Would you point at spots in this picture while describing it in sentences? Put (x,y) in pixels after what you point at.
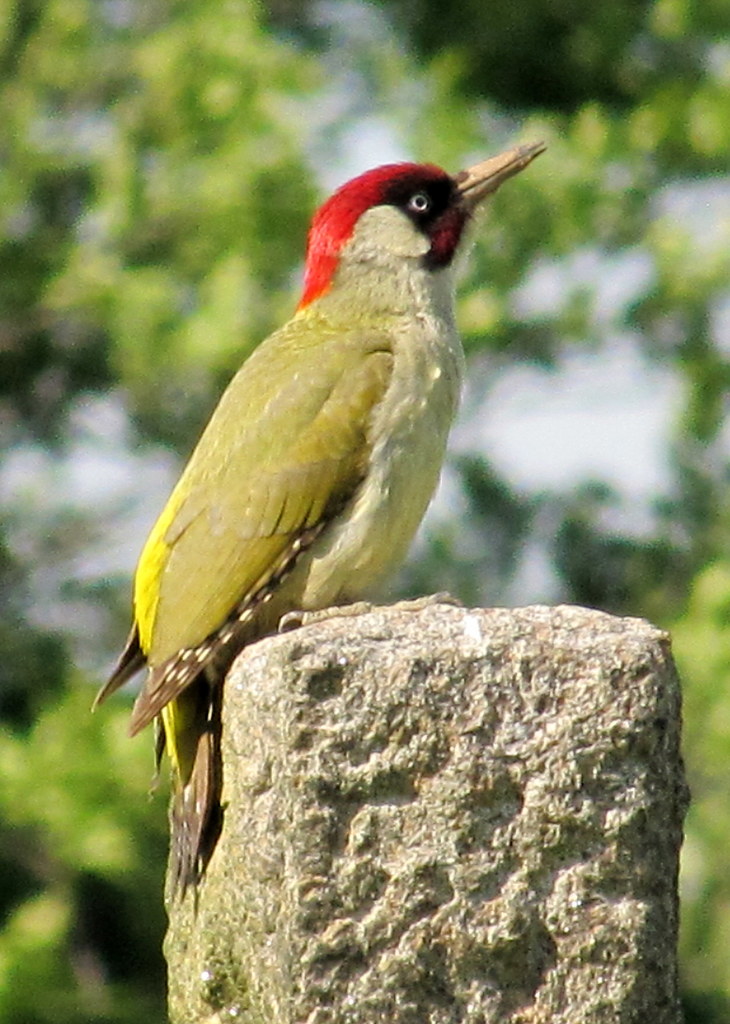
There is a bird (184,813) on a stone (275,798). In the background (489,254) it is green and blurred.
